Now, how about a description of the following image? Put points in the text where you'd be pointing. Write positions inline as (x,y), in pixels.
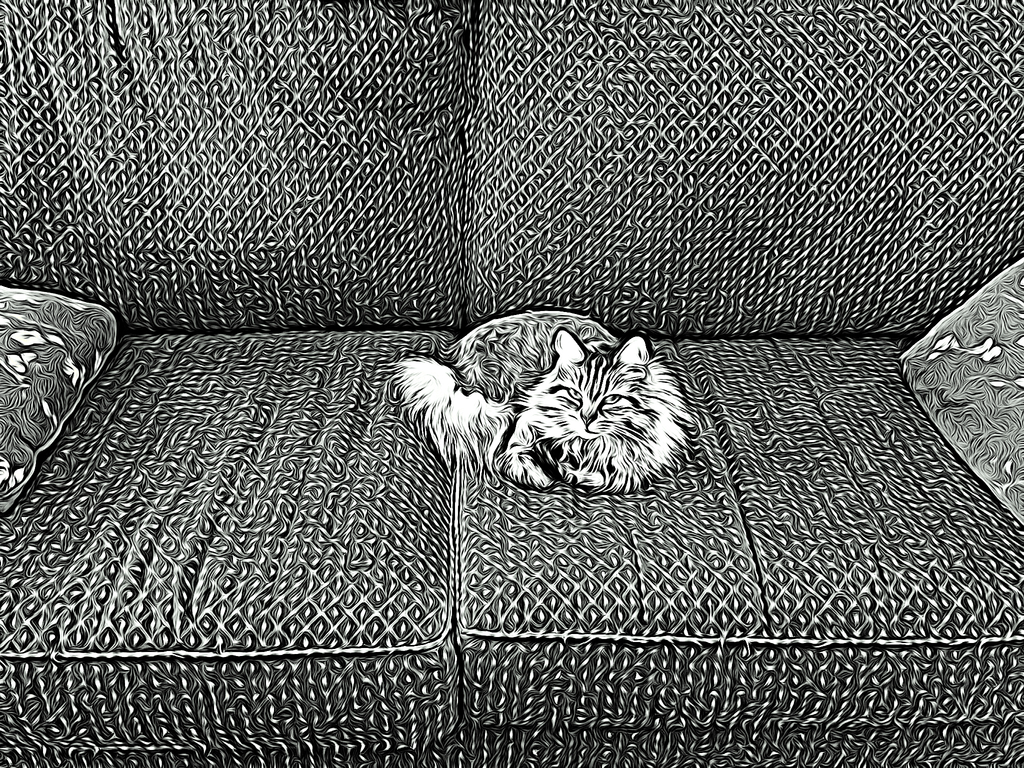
In the picture we can see a cat (630,466) is sitting on the cushion (713,452).
